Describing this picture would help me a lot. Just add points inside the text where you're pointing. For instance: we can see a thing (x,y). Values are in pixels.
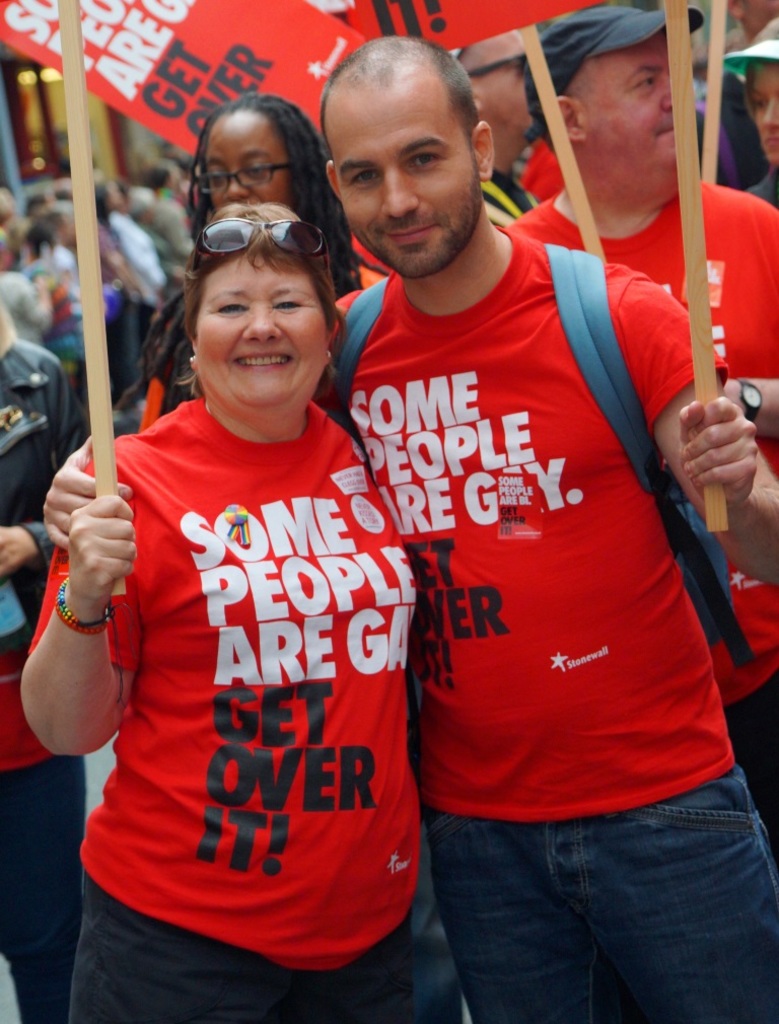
In this image we can see some persons (566,488), sticks (88,258) and other objects (11,591). In the background of the image (173,186) there are persons (106,250), lights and other objects (45,106).
